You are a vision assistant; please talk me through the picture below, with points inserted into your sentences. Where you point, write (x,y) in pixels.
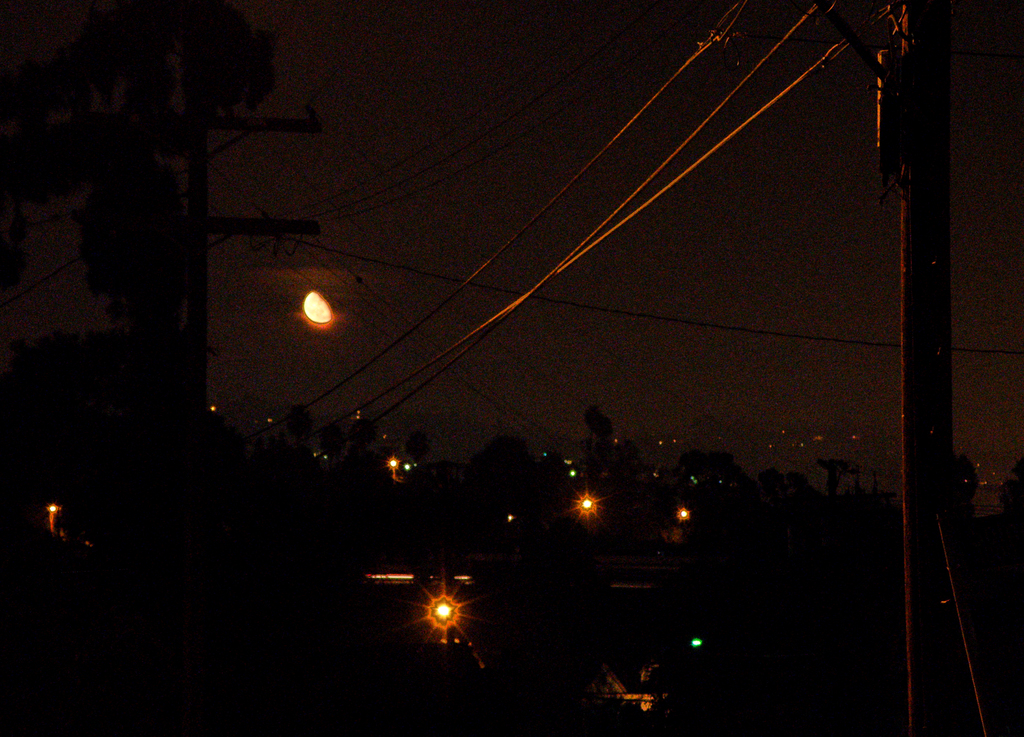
In this picture there are buildings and trees (643,548) and there are poles (916,577) and there are wires (443,301) on the poles (925,175). At the top (740,229) there is sky (746,185) and there is a moon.
